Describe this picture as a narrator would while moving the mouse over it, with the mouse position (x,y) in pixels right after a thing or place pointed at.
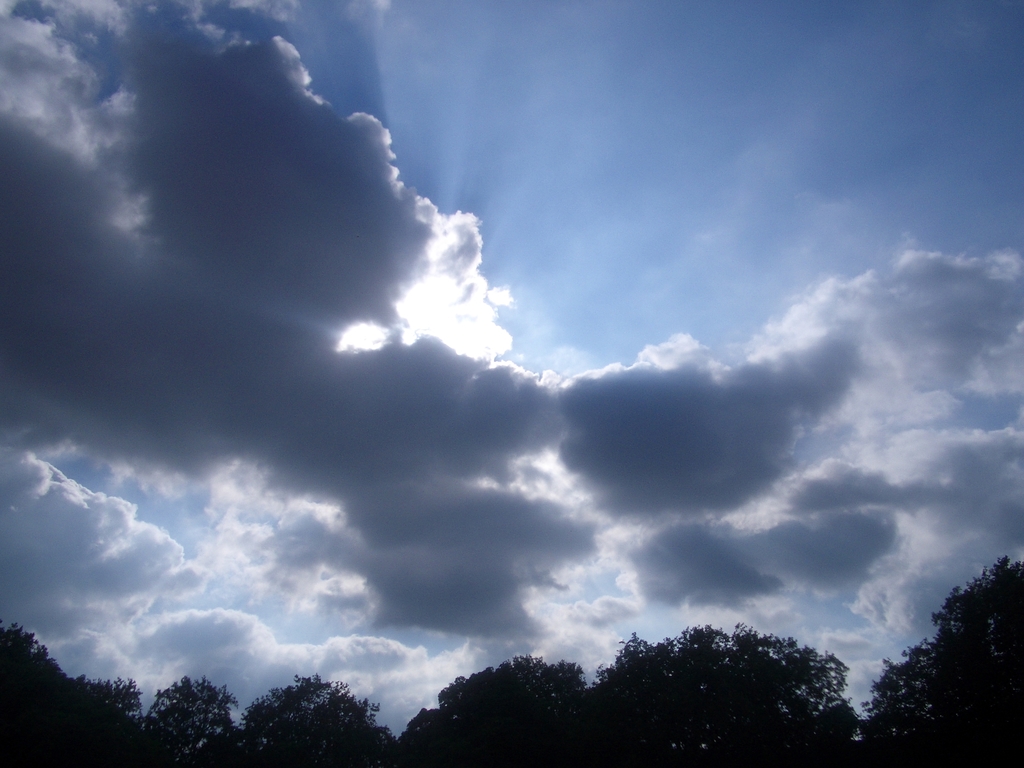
In this image there are trees (947,664) and the sky (457,362).
